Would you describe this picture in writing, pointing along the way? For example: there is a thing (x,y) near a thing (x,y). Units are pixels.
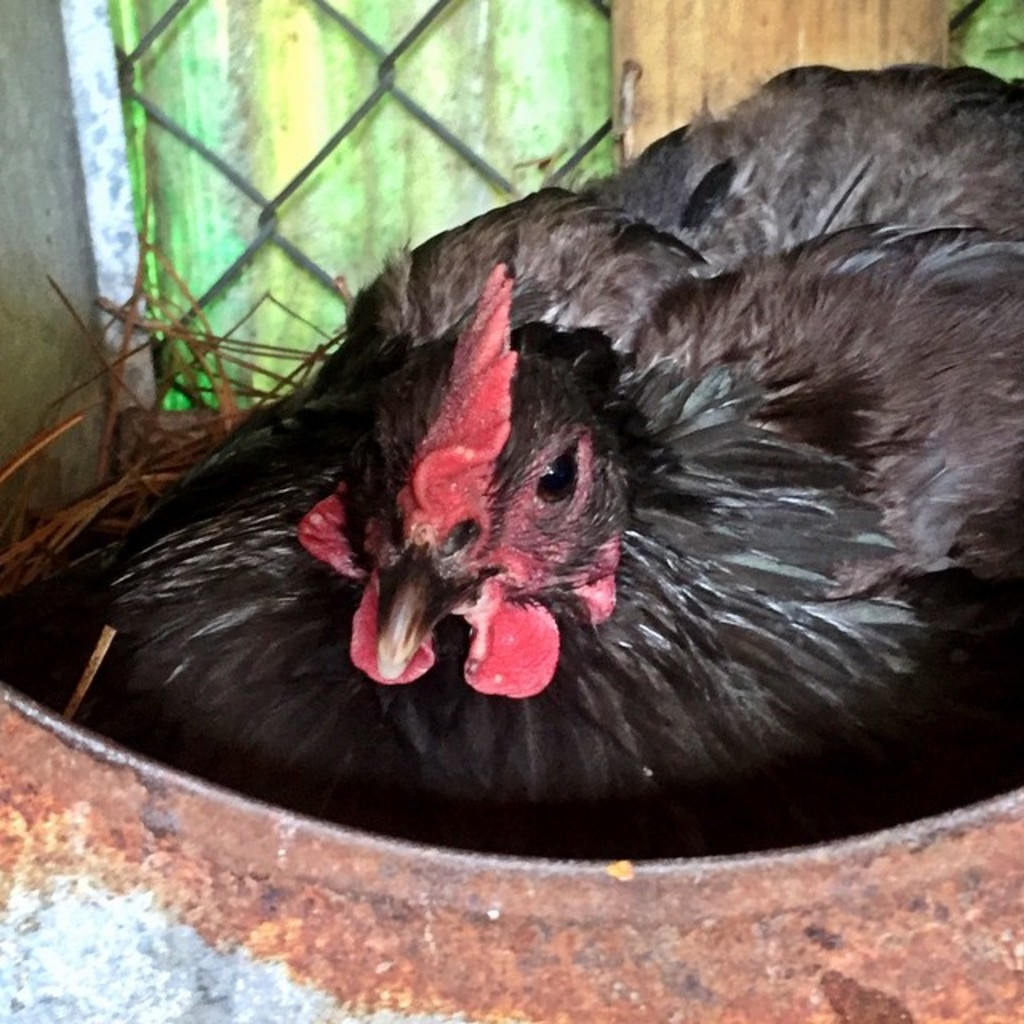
In the center of the image (500,592) a hen (662,455) is sitting in a container (459,911). In the background of the image (165,341) we can see dry grass (226,339), mesh (270,213) and wall (334,72).
